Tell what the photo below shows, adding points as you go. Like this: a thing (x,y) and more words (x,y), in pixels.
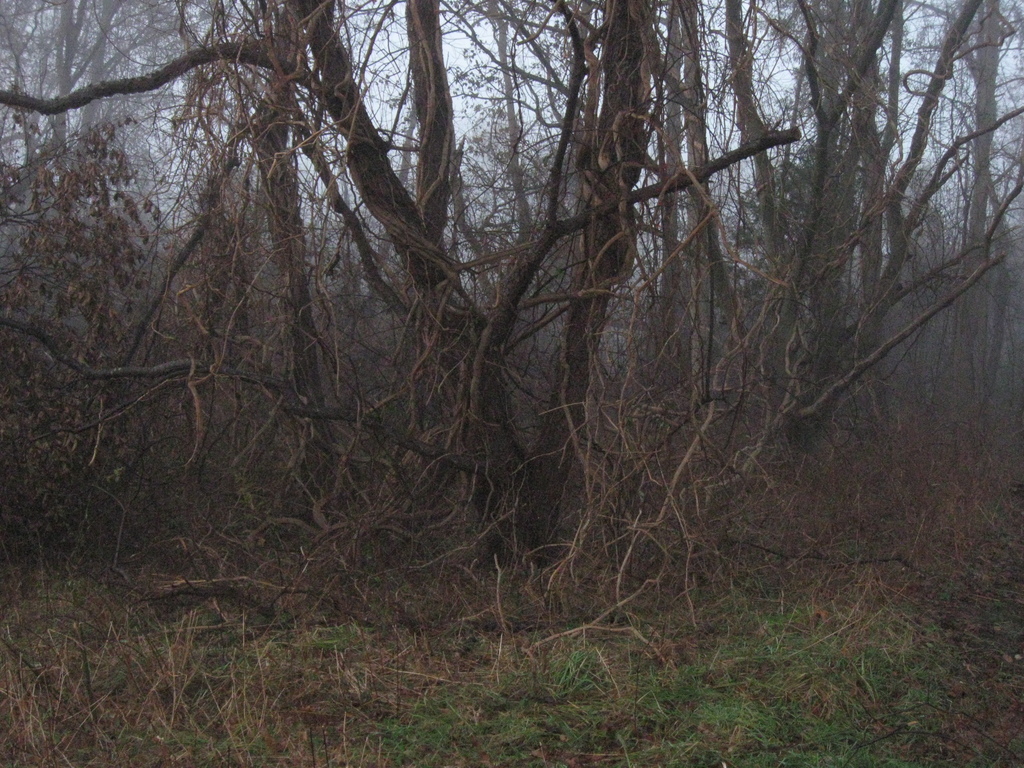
In this picture I can see there is some grass (663,726) on the floor (543,592) and there are some plants (580,575) and trees (753,201). The trees (755,325) are dried and the sky (389,100) is foggy.
